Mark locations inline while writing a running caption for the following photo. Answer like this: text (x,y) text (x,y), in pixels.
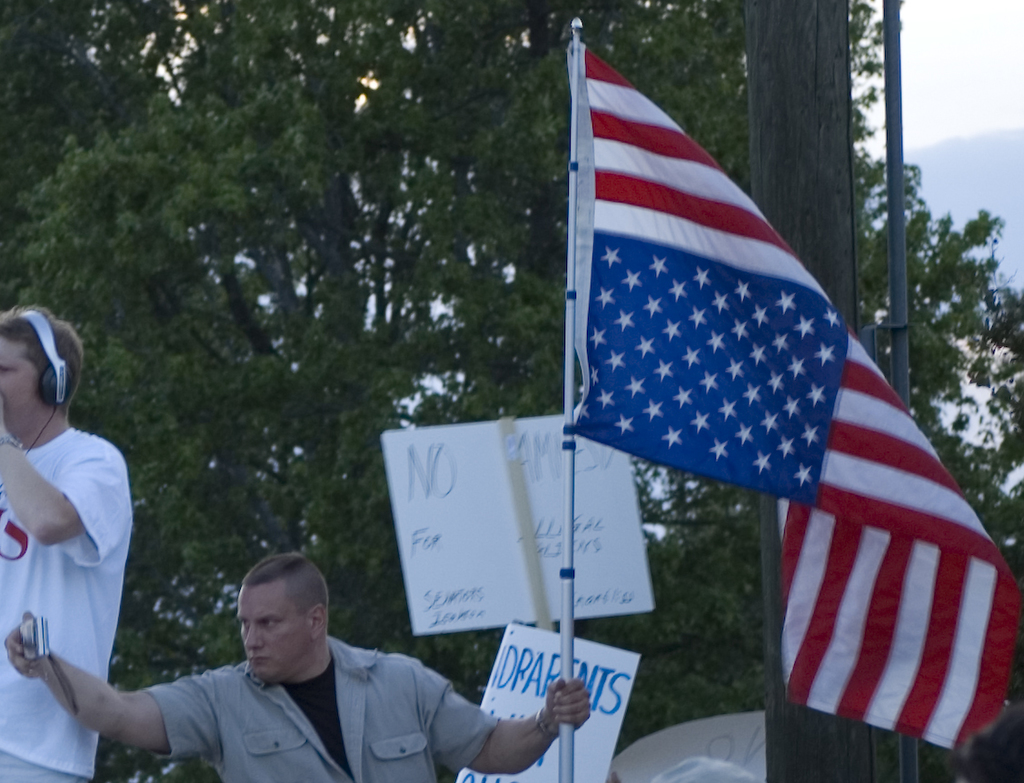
Here in the middle (567,482) we can see a person (251,681) holding a flag post (564,755) in one hand (576,712) and a camera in other hand (10,645) and beside him also we can see another person (7,569) with headset (56,399) on him and behind them we can see pla cards (610,522) all over there and we can see a pole (796,760) and trees (701,620) present behind them all over there.
